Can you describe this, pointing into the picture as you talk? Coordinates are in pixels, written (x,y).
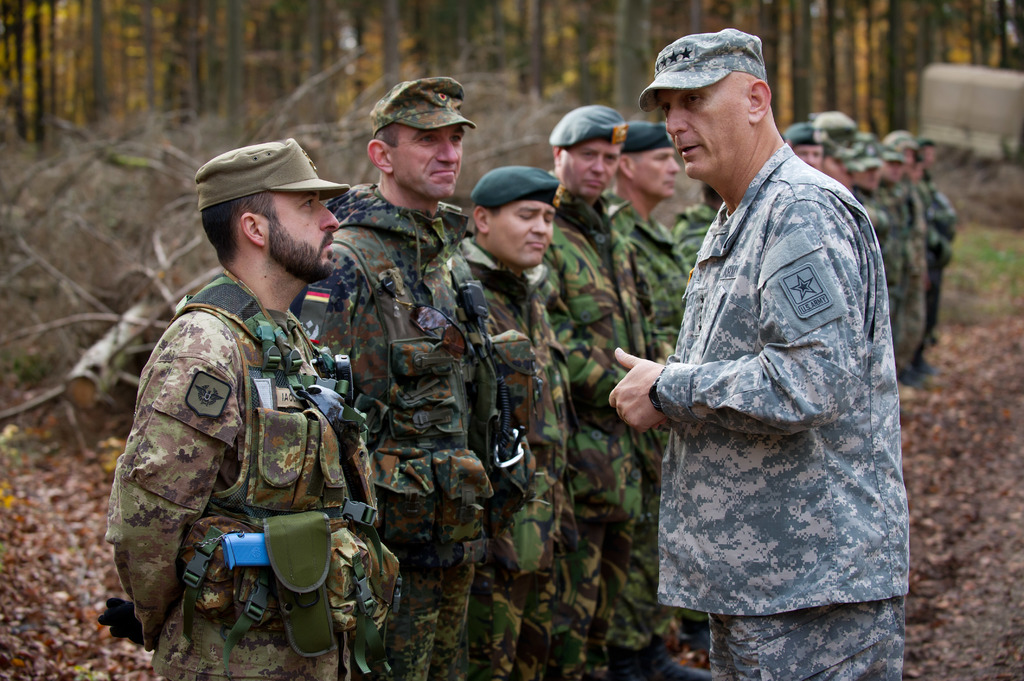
In this picture there are few soldiers (423,332) standing in a row and there is a person (776,348) standing in front of them in the right corner (801,428) and there are trees (352,85) in the background (352,85).
